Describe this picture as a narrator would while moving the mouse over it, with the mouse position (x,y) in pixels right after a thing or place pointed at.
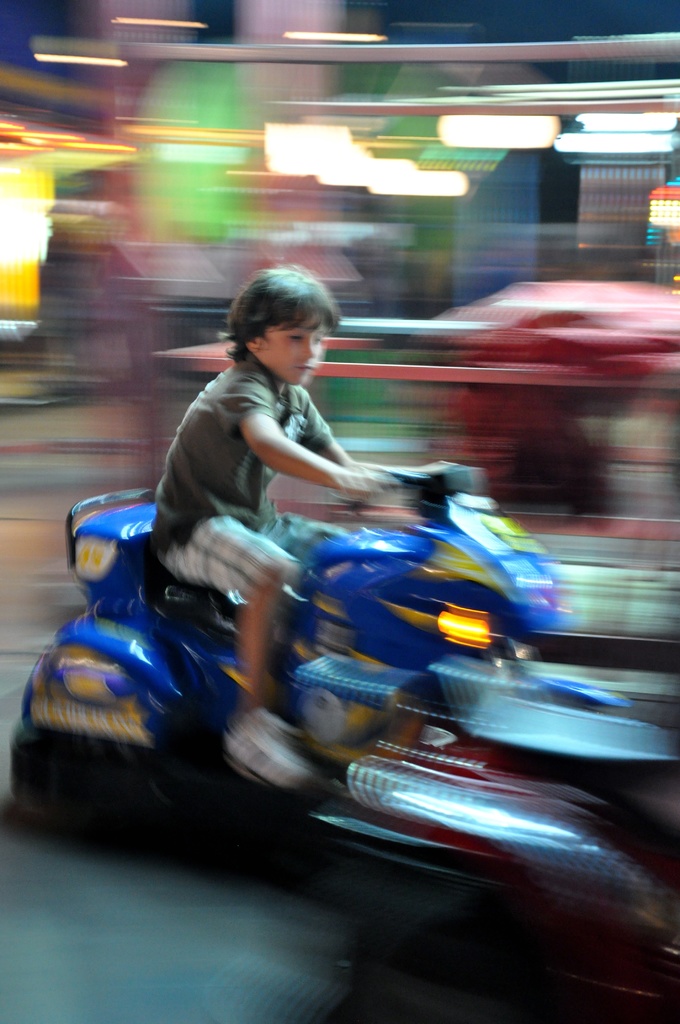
In this image there is a kid (230,573) riding a blue color toy bike (182,607).
